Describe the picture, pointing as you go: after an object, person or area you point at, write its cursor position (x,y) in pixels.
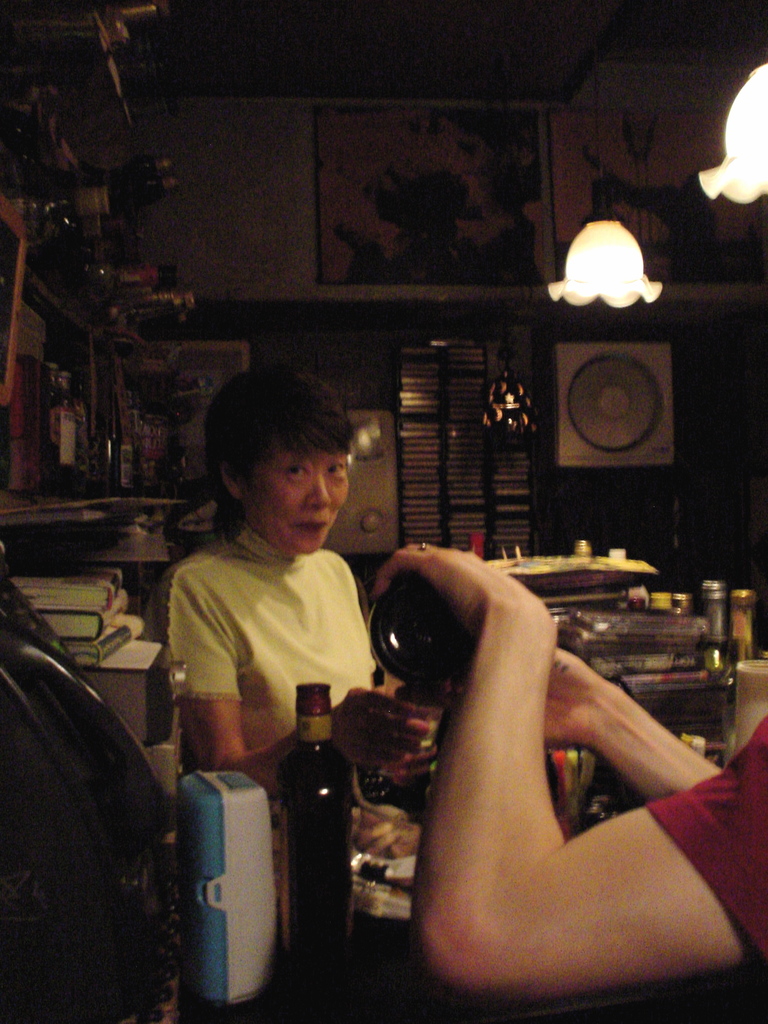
In this image there are two persons (314,589) holding an object (386,622), there is a person (745,864) truncated towards the right of the image (594,940), there is a light (741,159) truncated towards the right of the image (762,145), there is a bottle (305,820), there is an object (111,949) truncated towards the bottom of the image (118,980), there are objects (99,270) truncated towards the left of the image (61,587), there is the wall (309,179), there is a photo frame (456,250) on the wall (176,121), there are objects (21,178) on the top (96,206), at the top of the image (467,31) there is the roof (517,28) truncated.
